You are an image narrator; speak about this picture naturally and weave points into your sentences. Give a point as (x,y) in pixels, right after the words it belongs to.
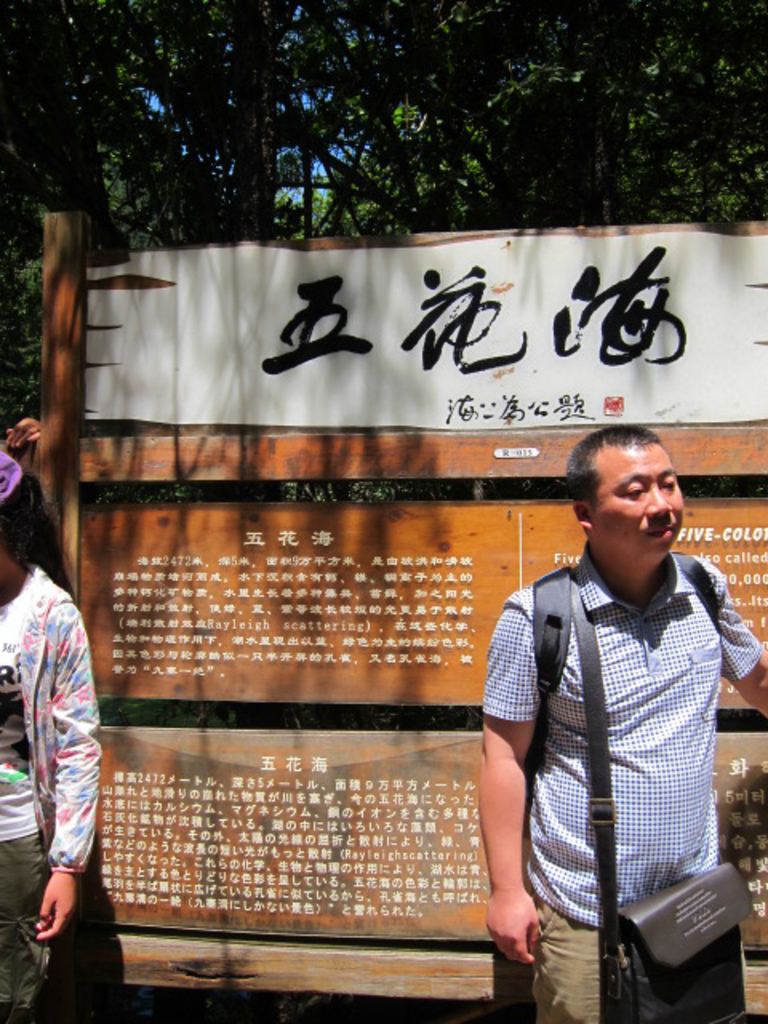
In this image there are two people (82,861) standing on the road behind them there is a hoarding (454,450) and trees (422,190).
